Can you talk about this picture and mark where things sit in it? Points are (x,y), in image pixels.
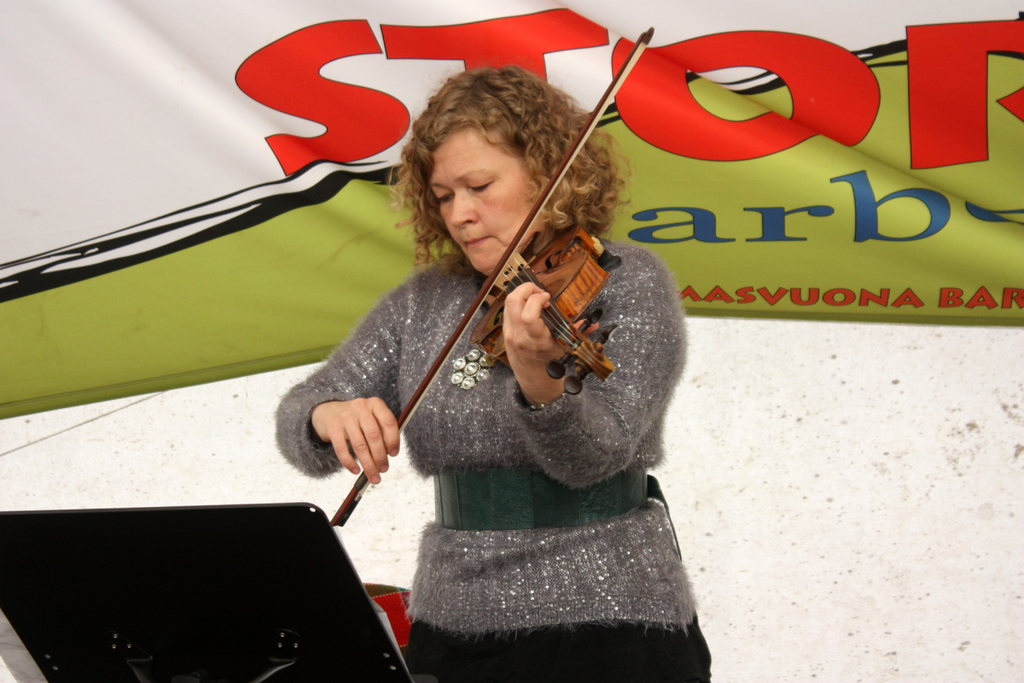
In this image I see a woman (695,642) who is standing and she is holding a musical instrument (599,365) in her hands (371,445) and there is a stand (354,636) in front of her. In the background (3,359) I see the banner (10,42).
